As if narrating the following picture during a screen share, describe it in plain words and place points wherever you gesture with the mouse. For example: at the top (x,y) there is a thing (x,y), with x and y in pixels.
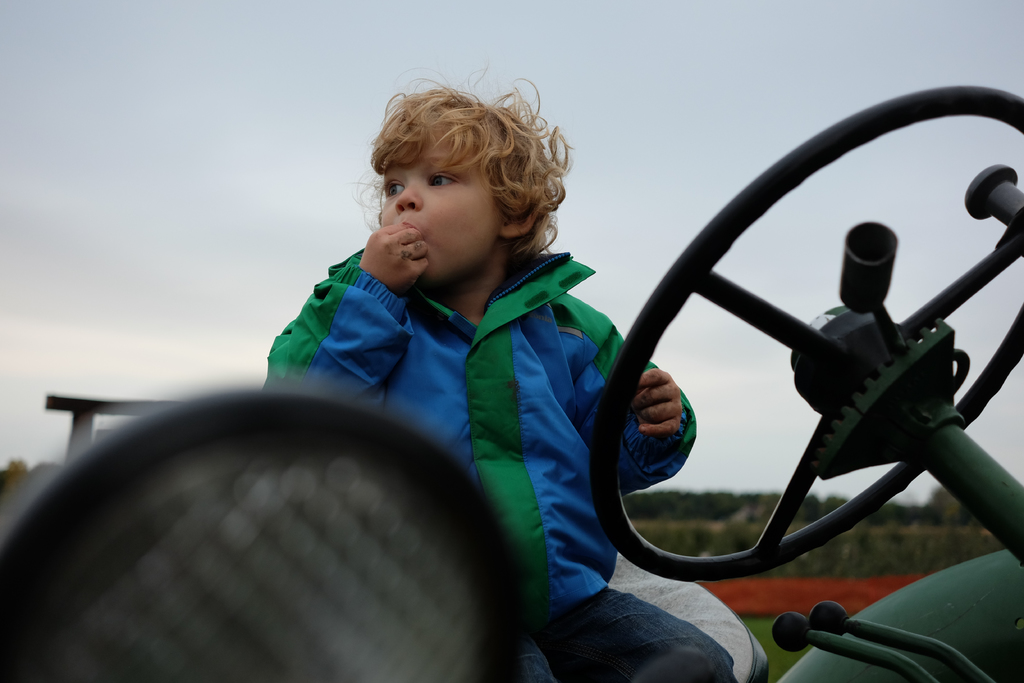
This boy (416,262) is highlighted in this picture. He wore green and blue jacket (495,419). He is sitting on a vehicle (979,399). This is a steering (747,214) in black color. Sky (879,148) is in white color. This boy (416,141) is eating, as we can see his hands (412,231) are near to his mouth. Far there are number of plants (750,530).
